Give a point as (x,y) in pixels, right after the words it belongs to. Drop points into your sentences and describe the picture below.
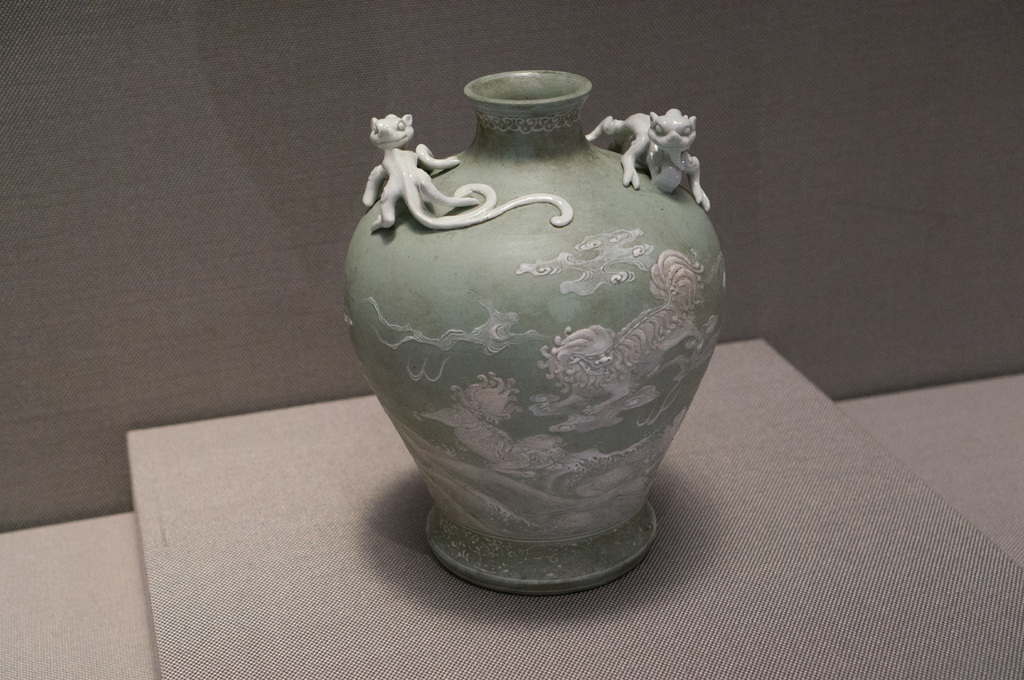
Background (844,186) portion of the picture is in grey color. In this picture we can see a pot (508,525) which is designed very beautifully is placed on a platform (605,643).
